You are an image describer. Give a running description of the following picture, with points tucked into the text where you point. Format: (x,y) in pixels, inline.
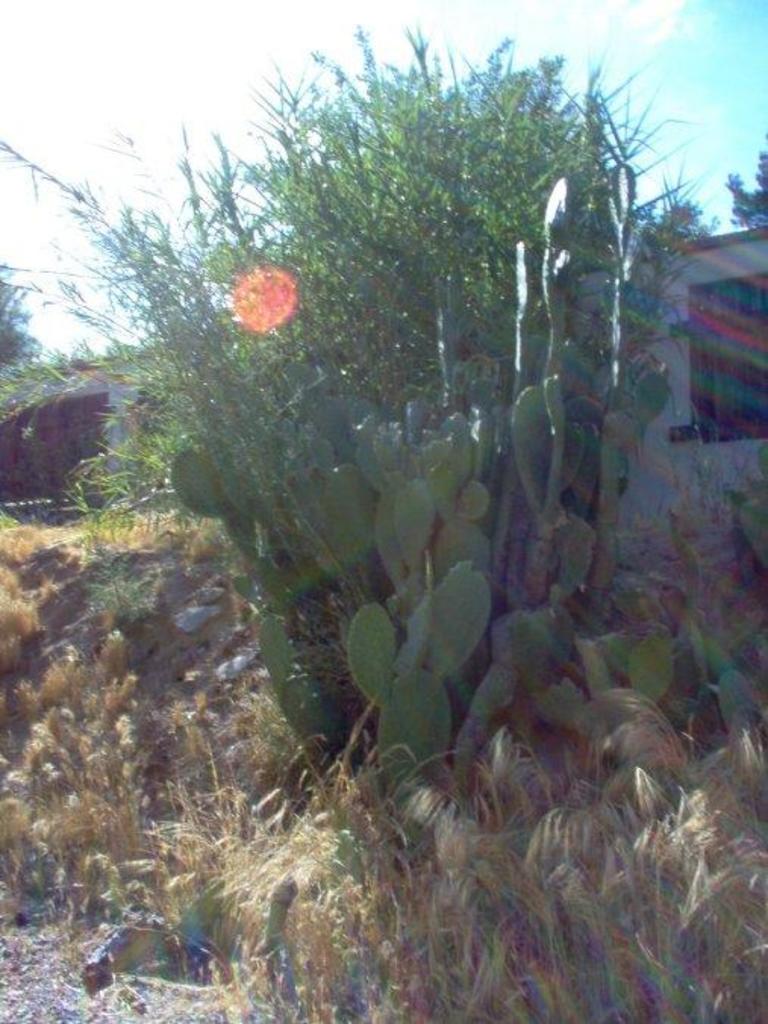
In the center of the image (384,606) we can see the cactus (439,630). In the background of the image (14,487) we can see the houses (767,424), trees (738,198), grass (43,536). At the bottom of the image (256,963) we can see the ground (4,992). At the top of the image (352,65) we can see the sky (134,68).
